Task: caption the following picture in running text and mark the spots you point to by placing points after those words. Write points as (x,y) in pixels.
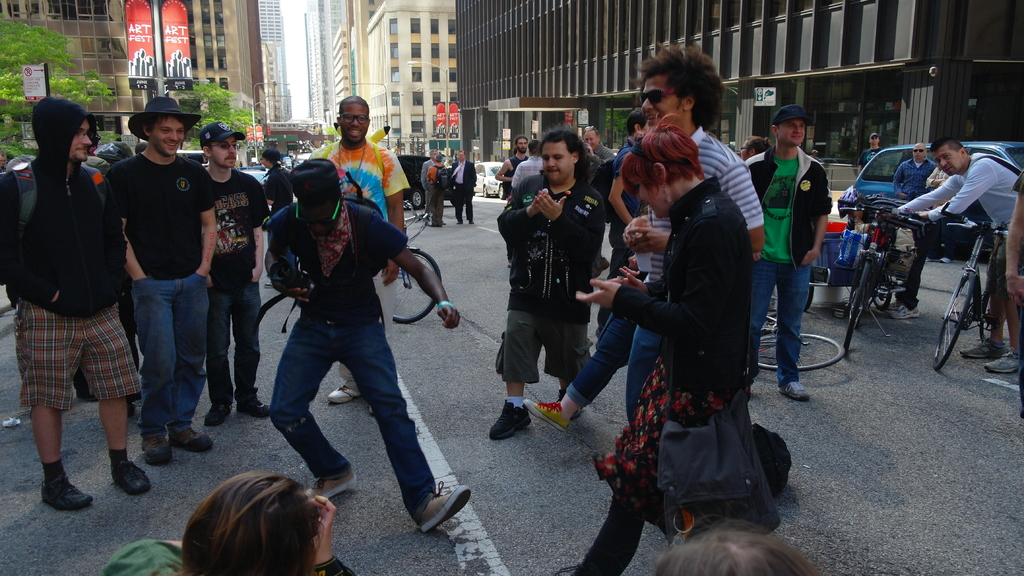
This picture shows few people (1010,230) standing and a man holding bicycles (856,262) with his hands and a man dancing and we see women (641,455) wore a handbag (730,426) and couple of them wore caps (234,129) on their heads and we see buildings (211,73) and trees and a man (173,128) wore hat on his head (159,140).
